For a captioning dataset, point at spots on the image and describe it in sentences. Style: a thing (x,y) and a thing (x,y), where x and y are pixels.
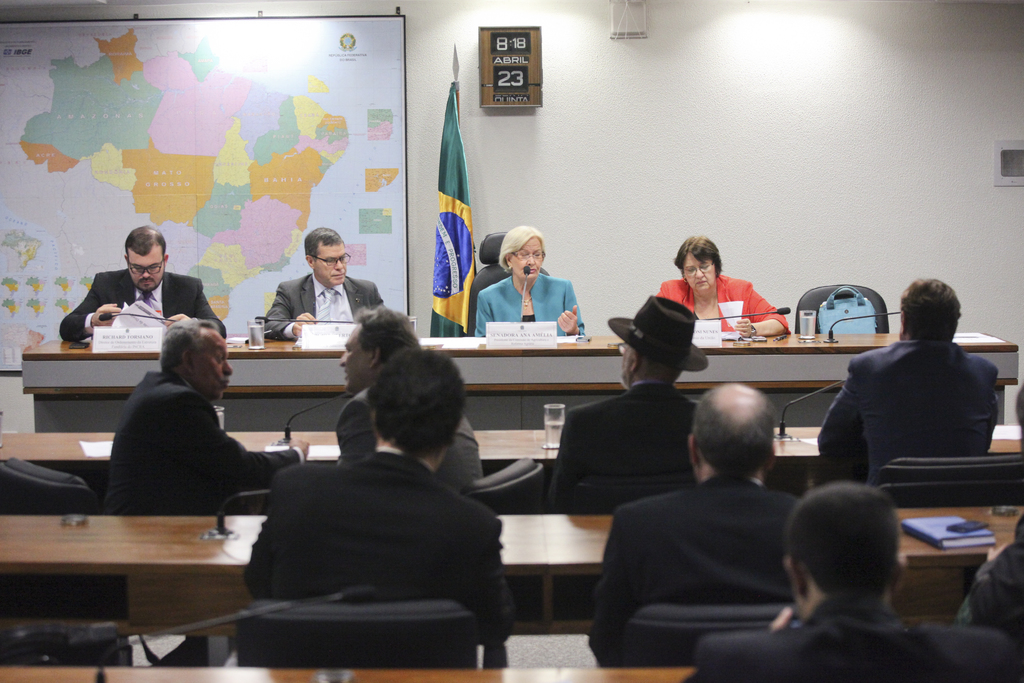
In the center of the image (366,287) we can see some persons (939,350) are sitting on a chair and there is a table (589,354). On the table (619,354) we can see boards (544,340), glass (807,325), mics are there. At the bottom of the image (450,523) we can see some persons (469,507) are sitting on a chair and also we can see tables (206,525), mics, glasses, book (946,531), papers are there. In the background of the image (326,227) we can see board (387,178), flag (459,174), wall (706,151) and some objects (505,79) are there.
